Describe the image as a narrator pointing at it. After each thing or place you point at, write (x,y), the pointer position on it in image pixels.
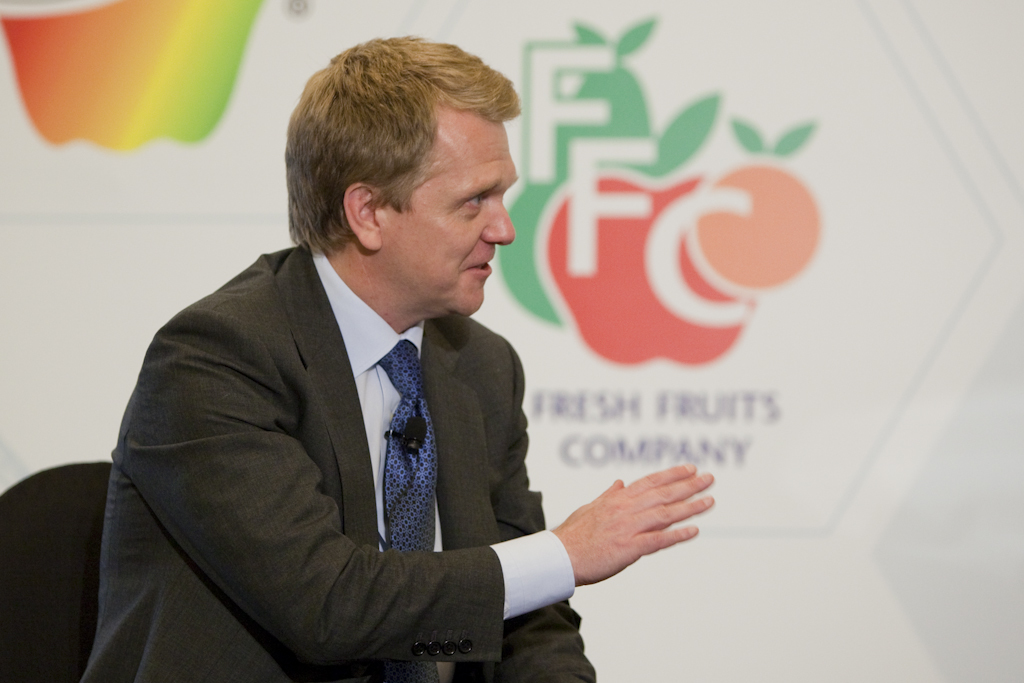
In this image we can see a person (186,550) sitting on the chair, in the background (262,178), we can see a poster (685,462) with images (229,61) and text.
